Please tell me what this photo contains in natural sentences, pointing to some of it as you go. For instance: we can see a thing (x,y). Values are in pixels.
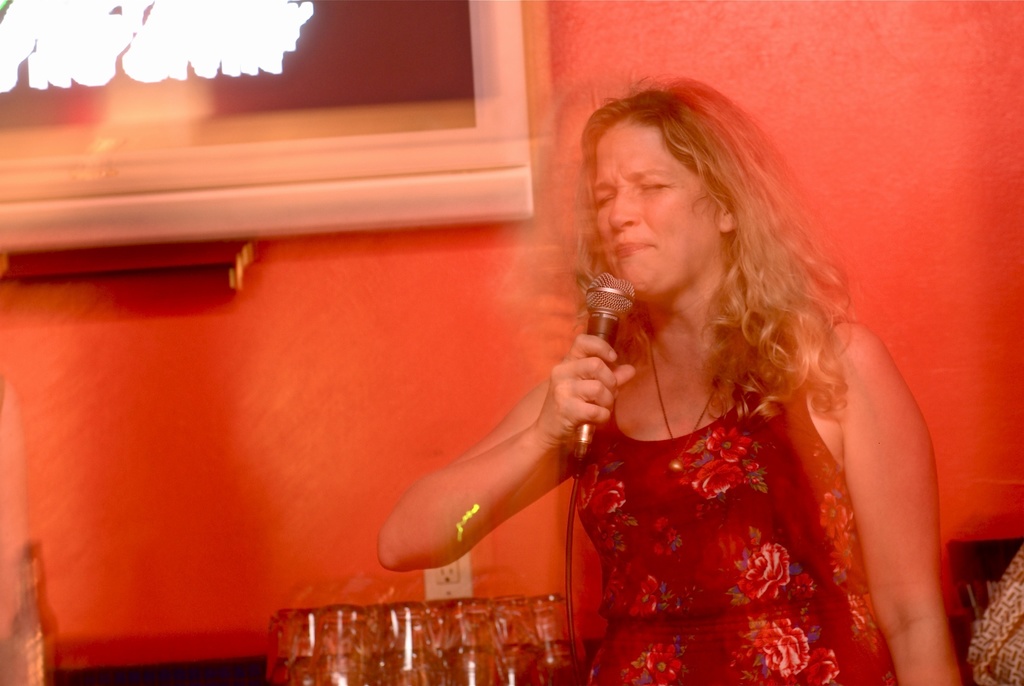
On the right of this picture (743,376) we can see a woman (709,470) wearing dress (729,515), holding a microphone (610,339) and standing. In the background (30,187) we can see an object (377,163) attached to the wall (213,496) and we can see the glasses (317,639), wall socket (453,597) and some other objects (1014,563).
